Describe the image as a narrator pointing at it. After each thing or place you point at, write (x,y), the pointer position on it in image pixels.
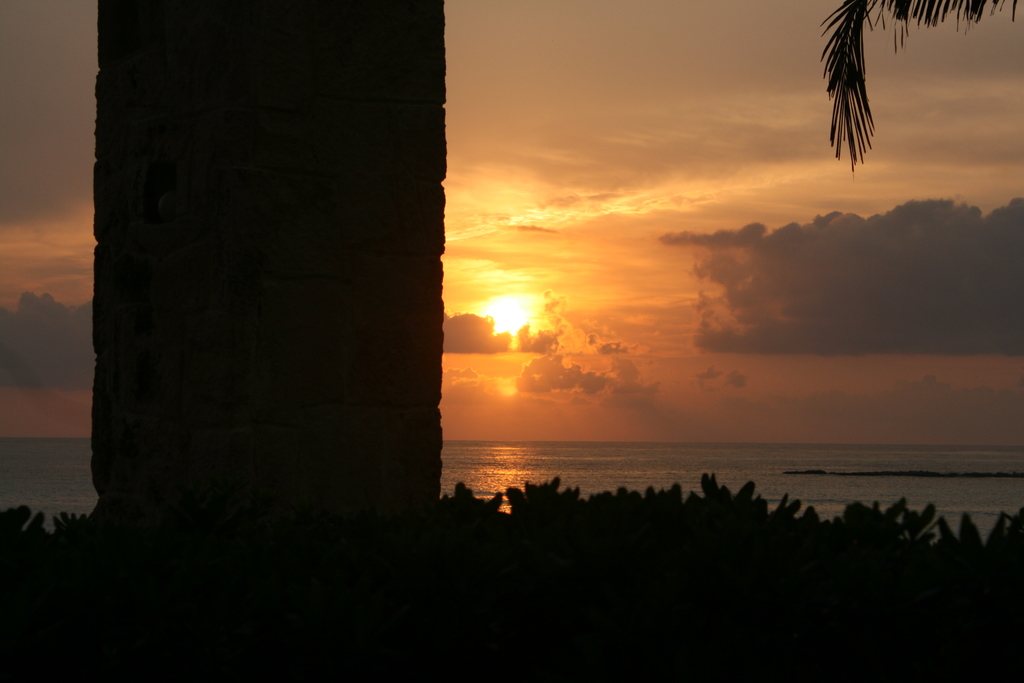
There is a pillar (243,301) made with stone (240,366). Near to that there are plants (512,545). In the back (599,454) there is water (677,456) and sky (518,309).
